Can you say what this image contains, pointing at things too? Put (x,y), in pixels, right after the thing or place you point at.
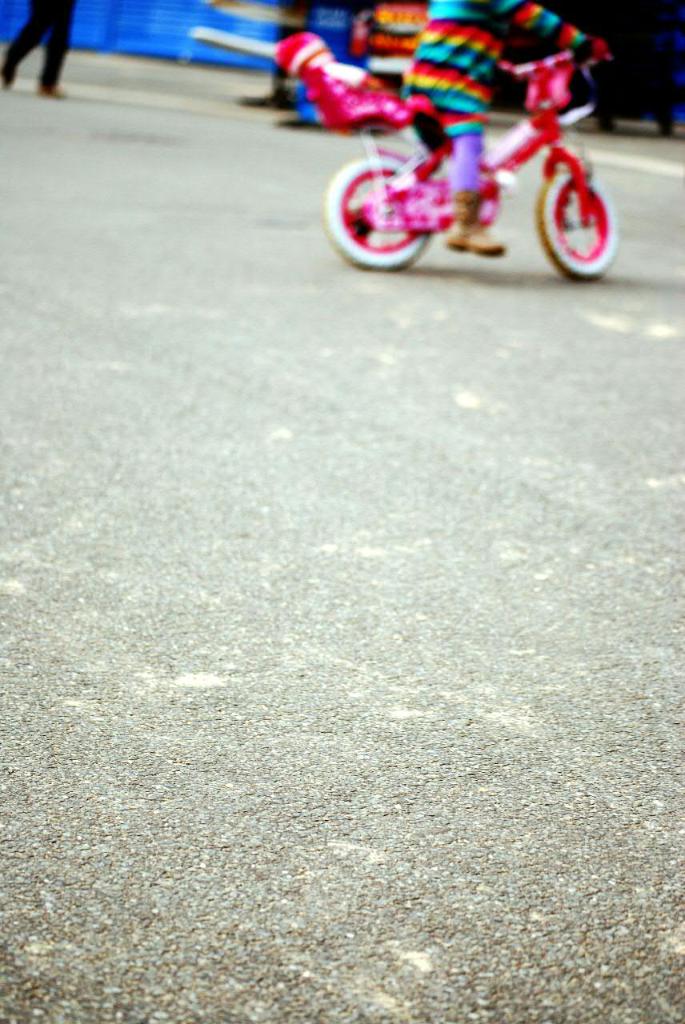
This image is taken outdoors. At the bottom of the image (389,779) there is a road (421,318). At the top of the image (52,48) there is a person (55,61) walking on the road (97,75) and a kid (454,49) is playing with a bicycle (446,187).
